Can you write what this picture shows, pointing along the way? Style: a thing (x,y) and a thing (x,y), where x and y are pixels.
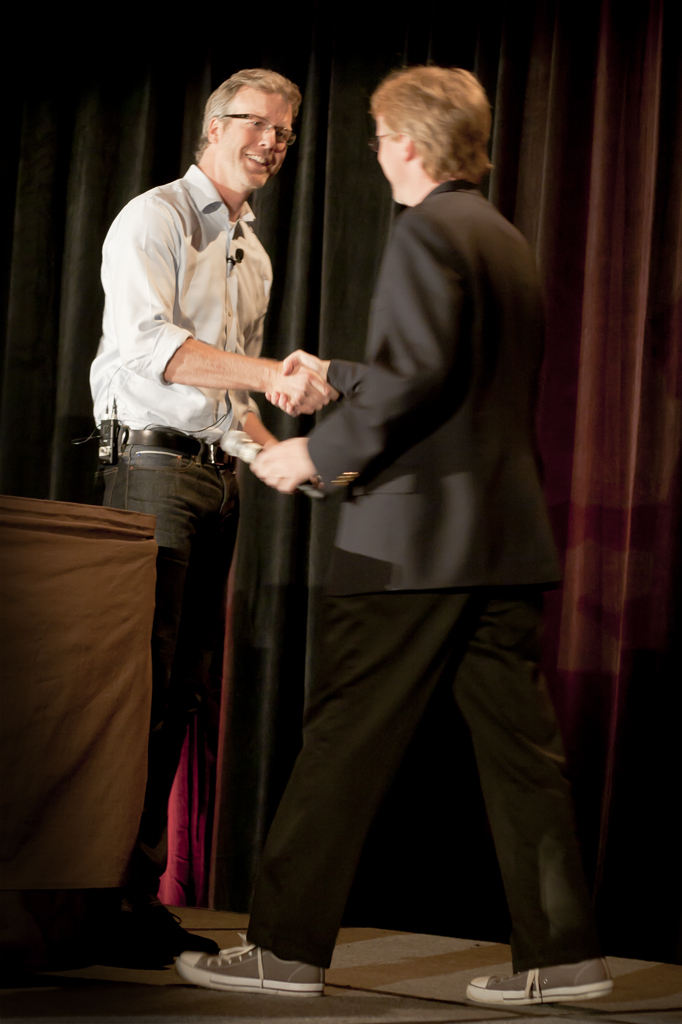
In the center of the image (329,403) we can see two men (359,401) are standing and smiling and shake handing each other and a man (459,369) is holding a mic (245,458). On the left side of the image (99,505) we can see a table (128,621) is covered with cloth (143,588). In the background of the image (50,417) we can see the curtain (59,44). At the bottom of the image (138,1017) we can see the floor (322,1008).
